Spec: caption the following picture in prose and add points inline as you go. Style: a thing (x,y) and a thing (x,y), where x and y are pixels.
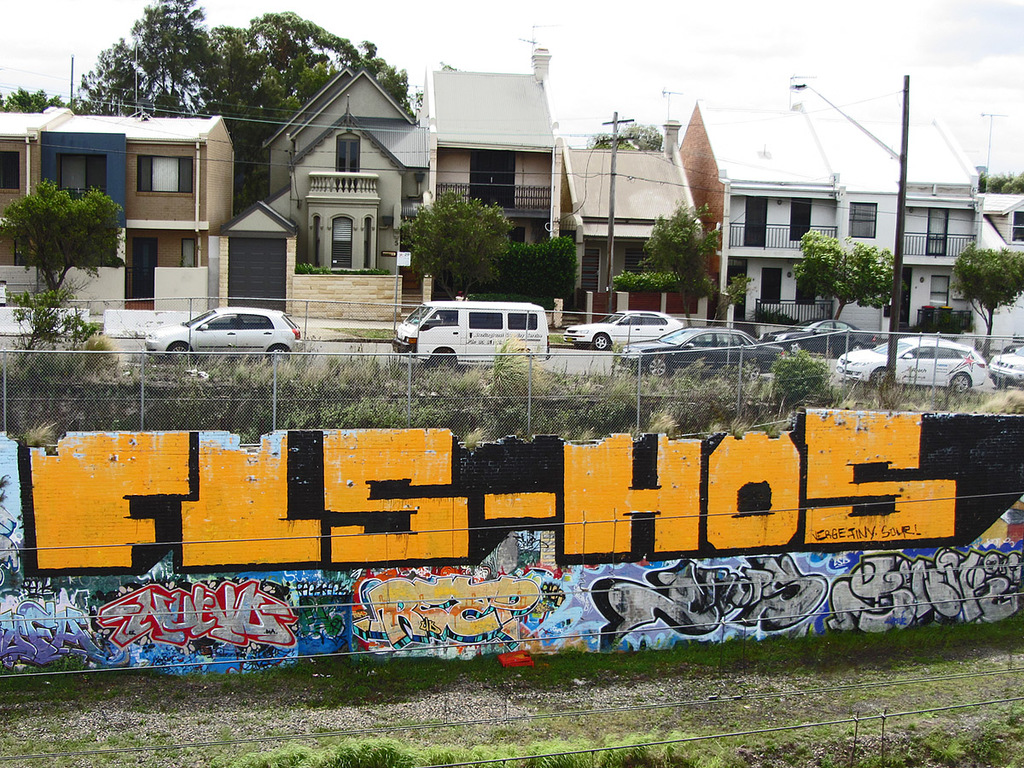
In this image I can see vehicles (730,332) on the road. Here I can see a wall (428,507) which has painting (428,527) on it and a fence (553,370). In the background (328,126) I can see houses (453,168), poles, trees (249,199) and the sky (566,71). Here I can see the grass (580,725).
